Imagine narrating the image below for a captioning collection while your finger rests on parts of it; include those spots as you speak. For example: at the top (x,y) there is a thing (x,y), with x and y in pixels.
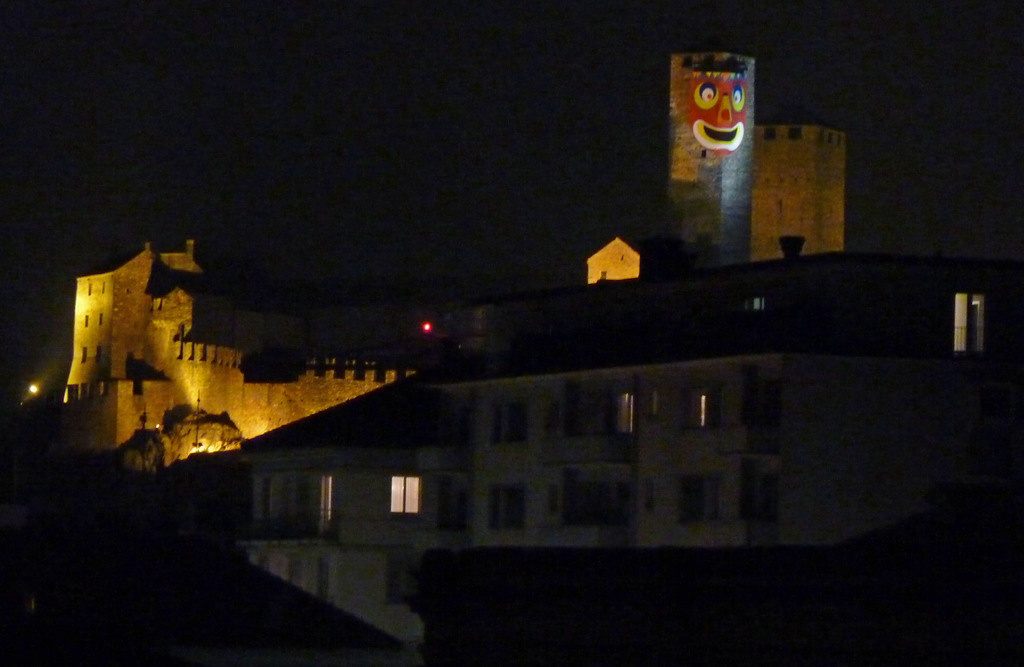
In this picture I can see a building (510,442) and a fort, there are lights (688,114), and there is dark background (247,68).
